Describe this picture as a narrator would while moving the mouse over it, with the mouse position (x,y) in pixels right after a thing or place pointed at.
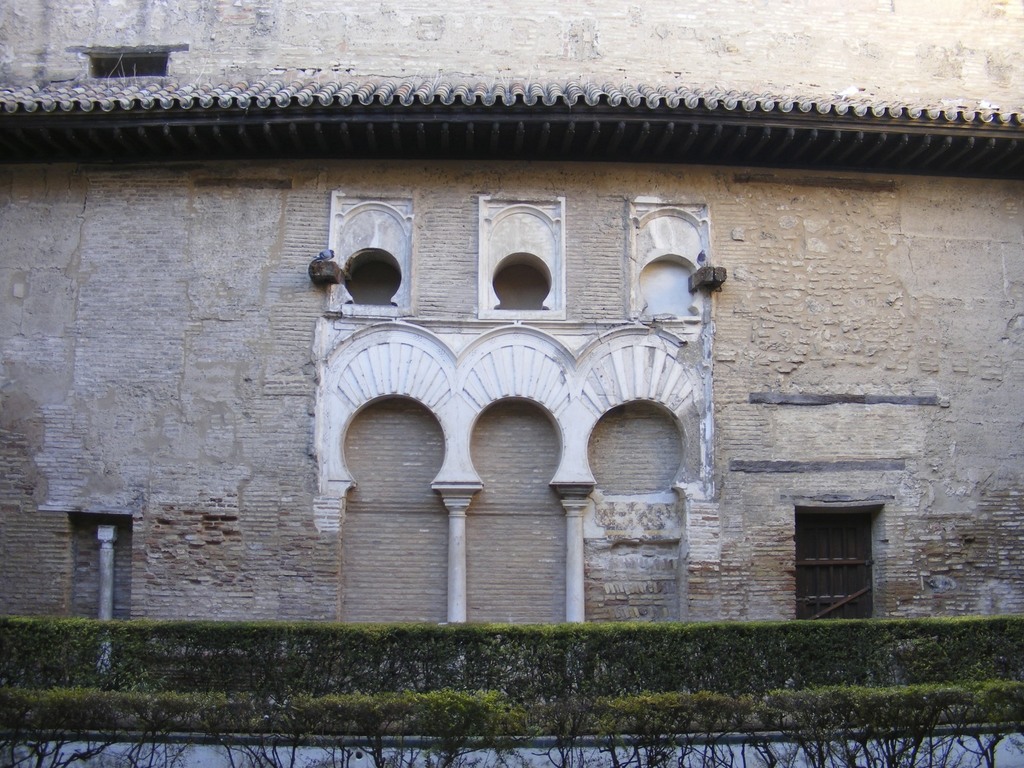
At the bottom of the image (479,693) we can see a plants (453,742) and a wall (969,743). In the background (77,340) there is a building (421,297) and a bird (319,255).
